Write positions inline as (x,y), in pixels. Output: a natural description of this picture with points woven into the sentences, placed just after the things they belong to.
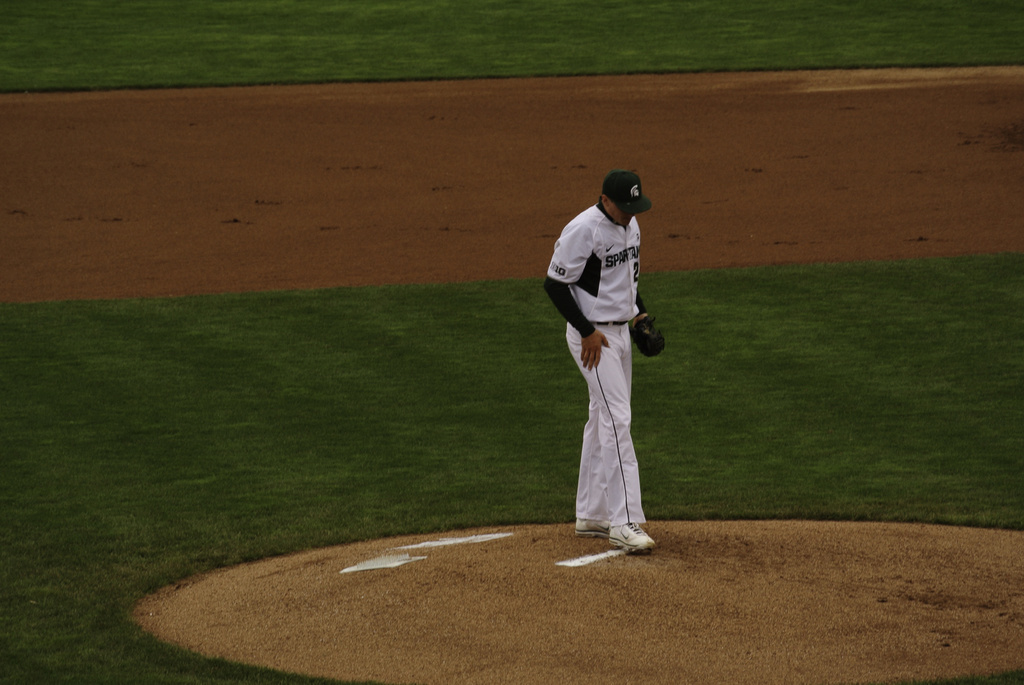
There is a man (599,468) wore glove (644,348) and cap (623,190). We can see grass (497,45) and ground (513,178).
